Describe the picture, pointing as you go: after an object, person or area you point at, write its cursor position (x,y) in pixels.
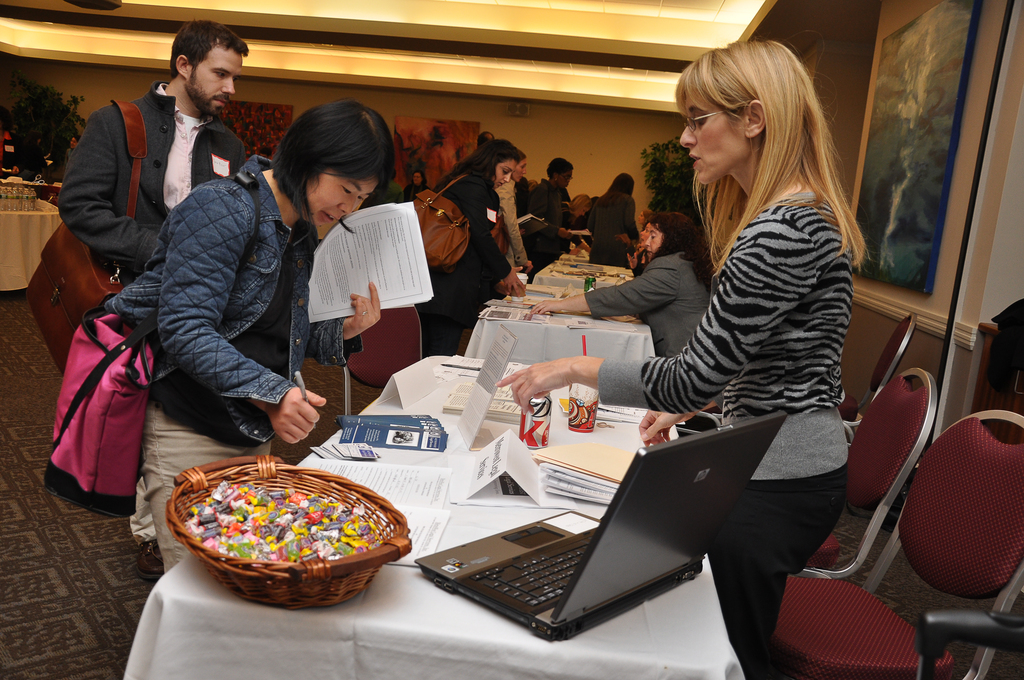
There are group of peoples (250,333) in the image in the hall (906,596). In the left of the image (196,179) one person (202,120) is looking at the table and another is looking at the table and holding a pen (298,380), who is wearing a pink bag (85,399). In the middle of the image (535,418) there is a table (620,425) where laptop (583,551), wooden basket (377,530), nameplate (506,470), beverage cans (537,440) and some files (575,469) are kept. In the right of the bottom there are three chairs (891,482) with maroon in color. In the right of the top there is a wall painting (937,35). In the top of the background (582,6) there is a roof top (602,4). And both sides of the image, we can see house plants (654,164). And in the left of the image (35,218), in the middle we can see table (1,218) where bottles (33,195) are kept.
